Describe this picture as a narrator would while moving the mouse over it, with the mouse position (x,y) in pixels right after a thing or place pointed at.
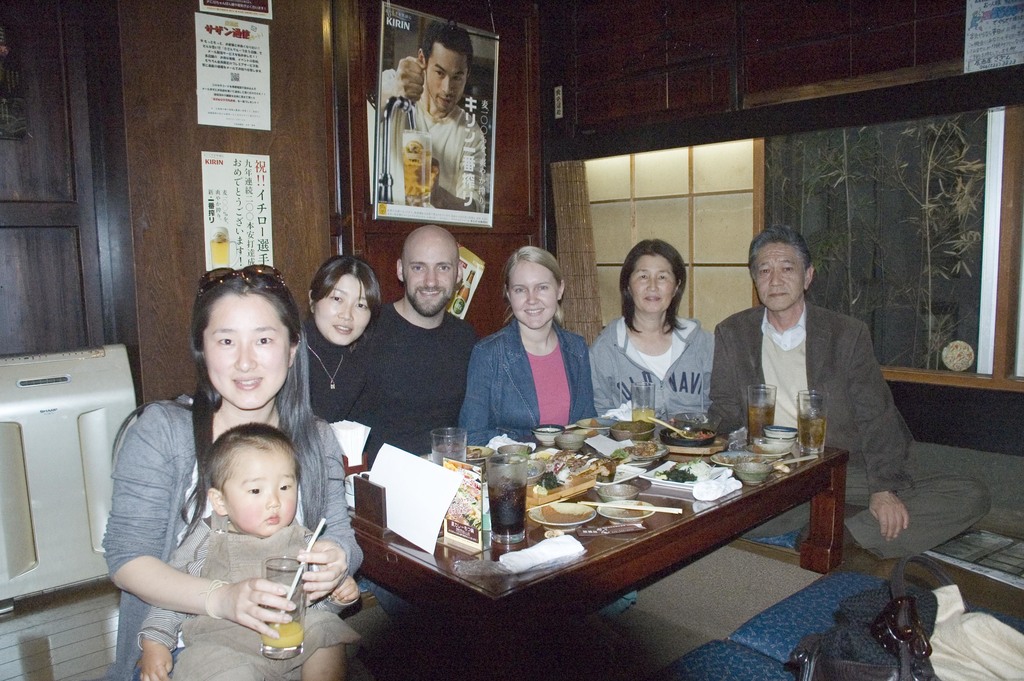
In this image, group of people (487,405) are sat and they are smiling. In the middle (607,441), there is a wooden table (703,533), few items (701,487) are placed on it. At the bottom (893,592), we can see some bags (886,621), cloth (968,656). And background (441,138) we can see stickers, posters (432,148), curtain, glass window (964,269), plants (836,237). Floor (99,651) at the bottom (619,649).
